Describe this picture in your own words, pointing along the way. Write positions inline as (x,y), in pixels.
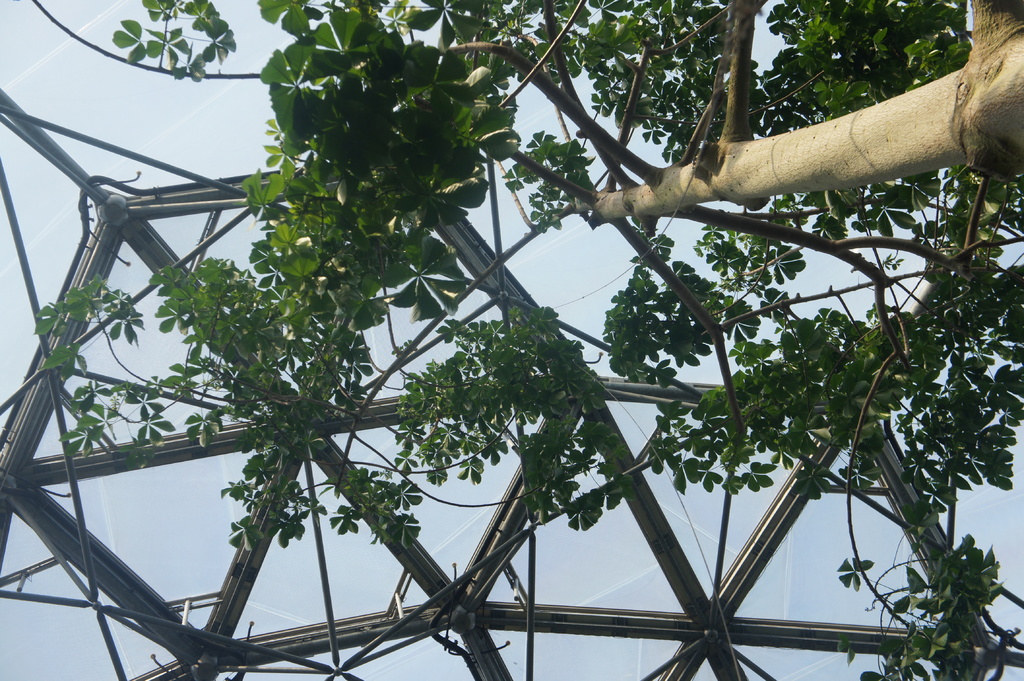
There is a tree (653,332) on the right side of this image (715,239) and it seems like there is a tent (142,173) in the background (324,594).
